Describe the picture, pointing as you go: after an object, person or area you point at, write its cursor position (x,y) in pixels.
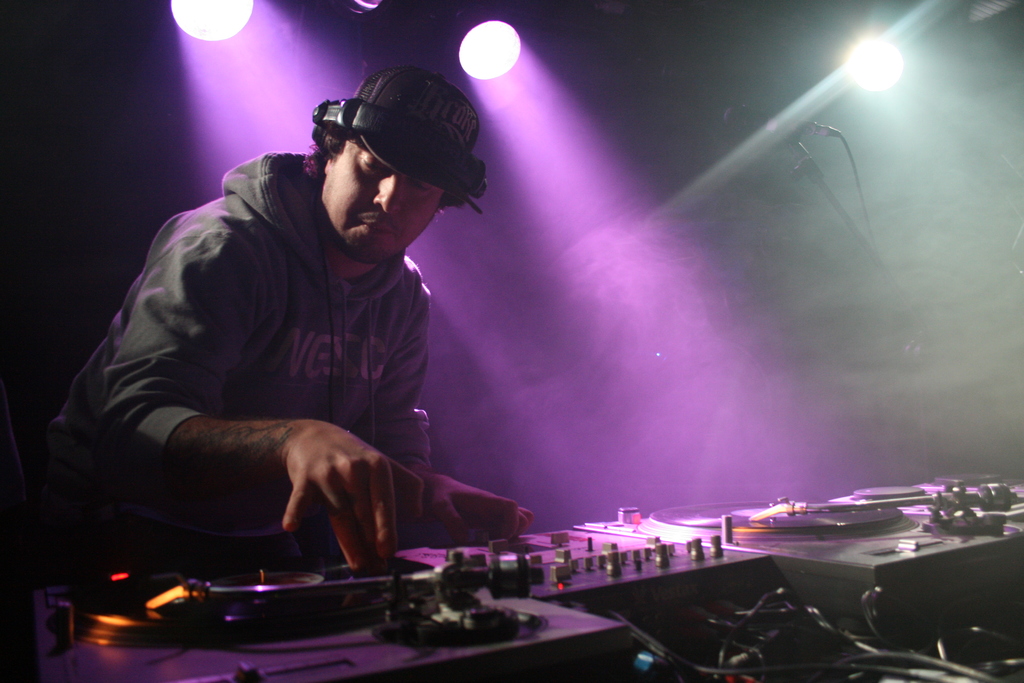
On the left (294,347) we can see a man (368,325) and there is a cap (412,159) and headset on his head (380,180). At the bottom (617,584) there are electronic devices (613,643) and cables (648,651). In the background (737,97) there are lights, mic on a stand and smoke (890,365).
